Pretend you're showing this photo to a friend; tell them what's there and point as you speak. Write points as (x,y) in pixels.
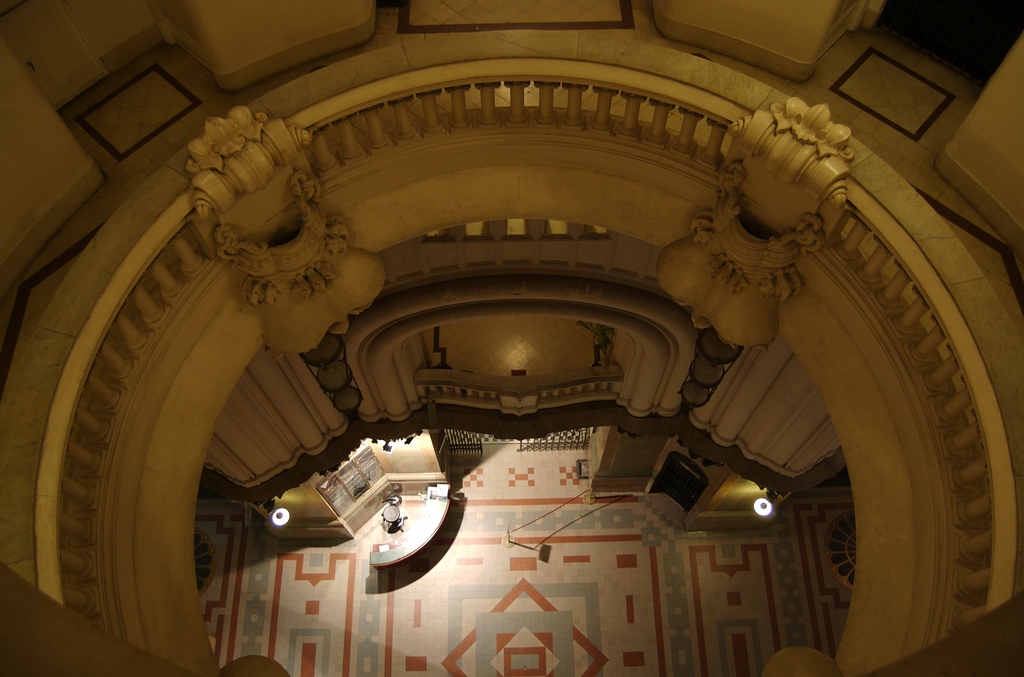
This image is clicked inside a building (630,439). At the bottom (594,570) there are lights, floor (430,605). At the top (726,92) there is an architecture (501,202) and a wall (734,53).
